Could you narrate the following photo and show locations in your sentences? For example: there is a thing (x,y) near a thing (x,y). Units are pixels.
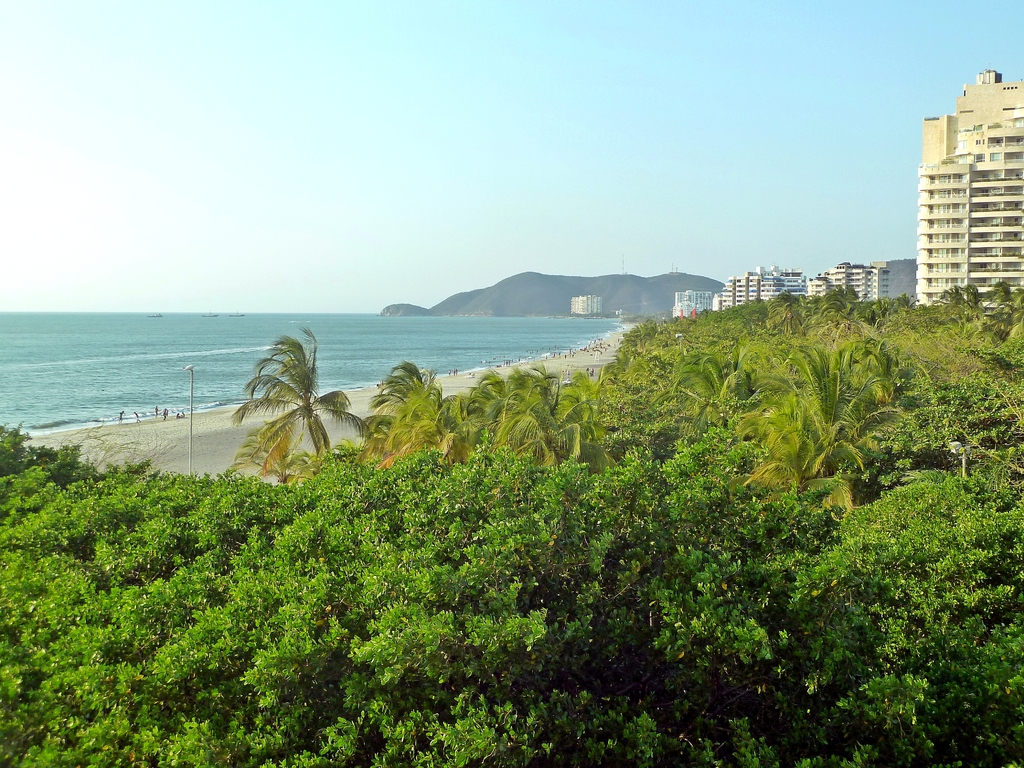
In this image I can see few trees (59,517) in green color. In the background (108,385) I can see the water (149,383), few people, buildings (782,288), mountains (409,312) and the sky (424,145) is in blue and white color.
